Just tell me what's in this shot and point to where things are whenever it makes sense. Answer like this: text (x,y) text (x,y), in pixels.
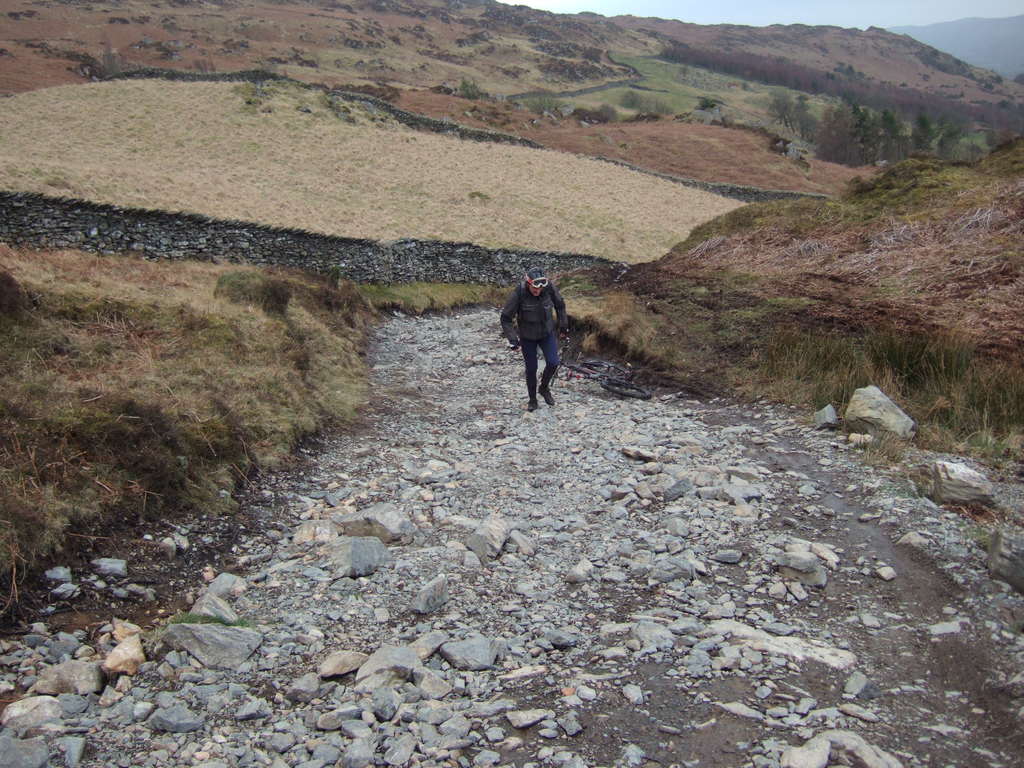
In this image we can see a person (550,370) standing on the stones (528,532), grass (255,376), ground (921,642), hills (848,63) and sky (839,25).
